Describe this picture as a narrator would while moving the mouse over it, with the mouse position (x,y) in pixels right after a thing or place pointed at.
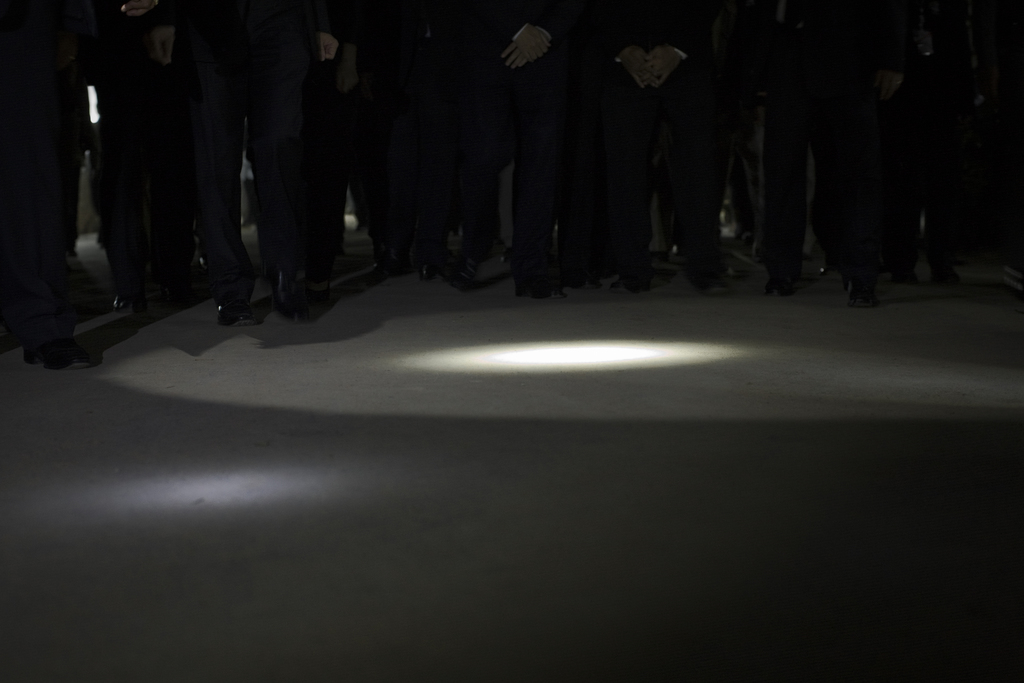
In this image we can see many people (600,84) wearing shoes (277,294). Also there is a light (573,346).
